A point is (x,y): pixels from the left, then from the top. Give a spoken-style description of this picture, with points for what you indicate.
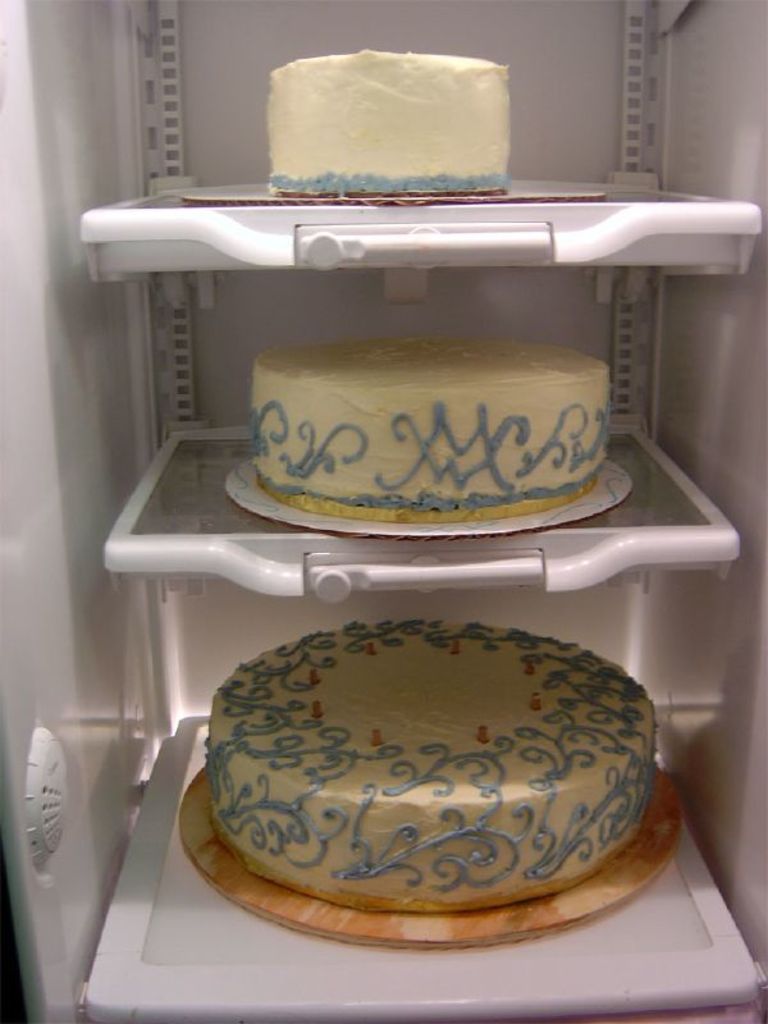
In this picture I can see 3 cakes (403,666) in the refrigerator (37,294).
